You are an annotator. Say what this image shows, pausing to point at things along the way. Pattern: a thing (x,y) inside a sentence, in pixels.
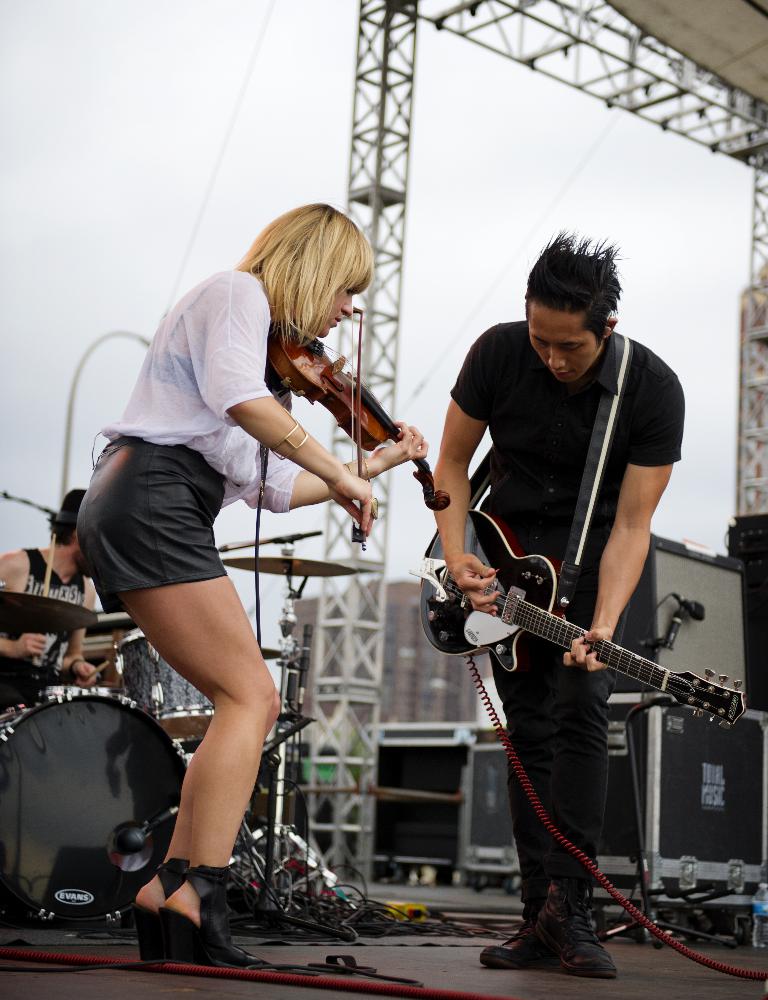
In the image we can see there is a woman (308,479) and a man (614,519) who are standing. The woman (387,471) is holding a violin (391,425) and the man (485,588) is holding a guitar (723,703). They are standing on the stage (341,934), at the back (22,582) there is a man (45,577) who is playing the drums (173,670).
